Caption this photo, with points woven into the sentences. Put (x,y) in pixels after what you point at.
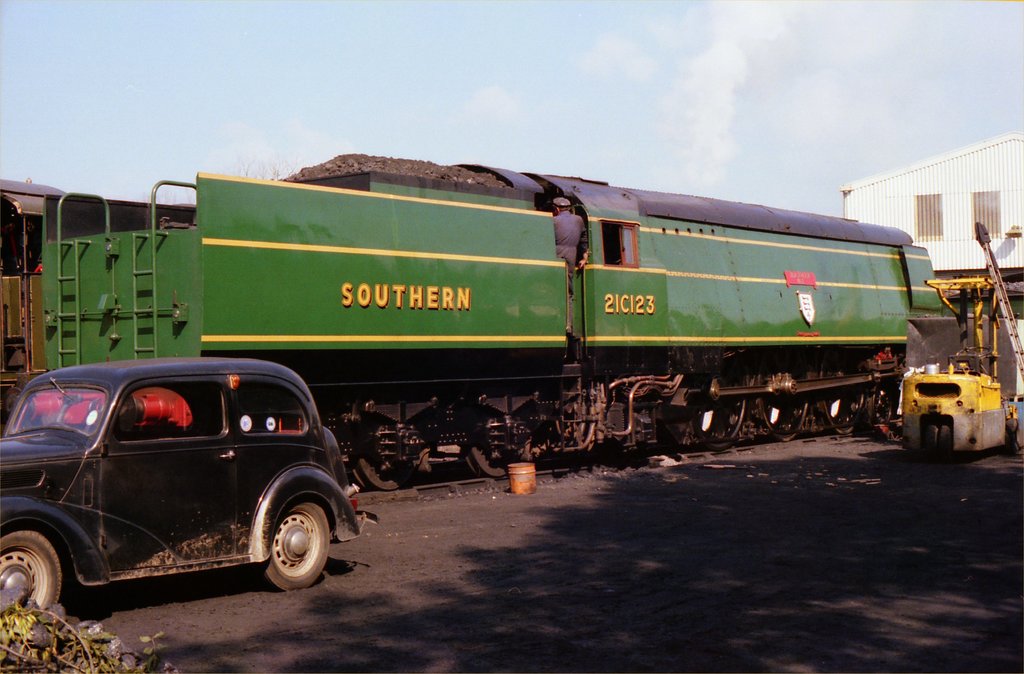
In this image there is a train (413,389) on a track (704,450) in front of the train (481,405) there is a car (235,503), in the background (909,201) there is a shed (887,173) and a sky (617,73).
